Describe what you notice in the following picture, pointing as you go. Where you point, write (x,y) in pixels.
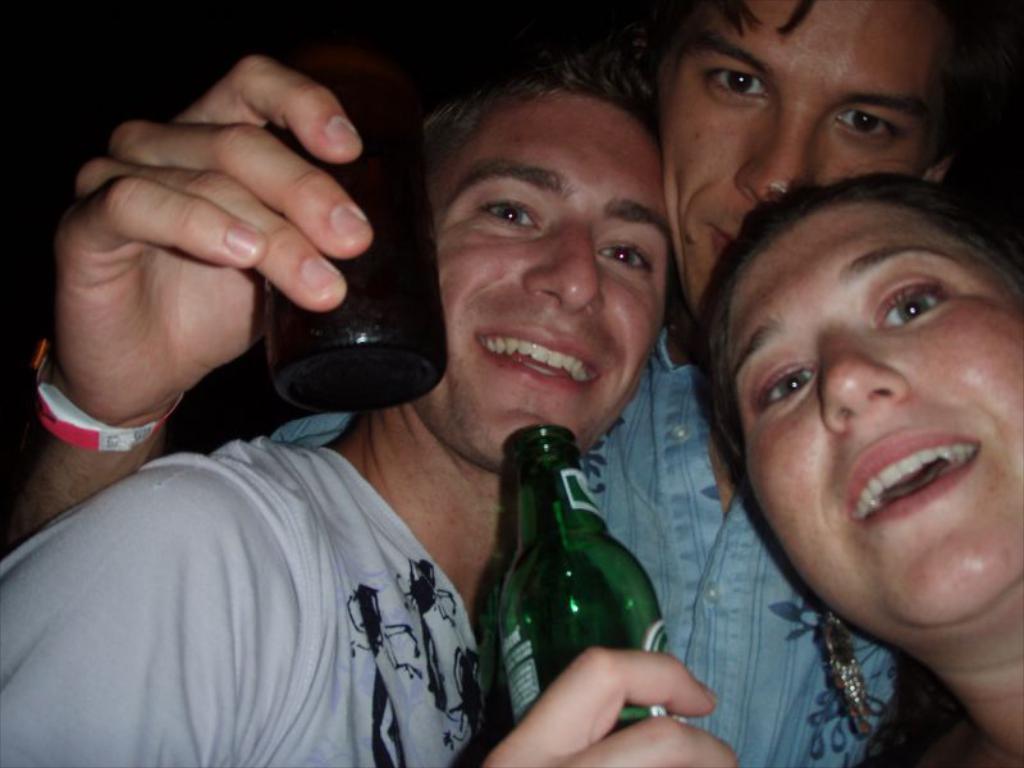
In this image there are 3 persons (898,372) smiling and holding the bottles (396,356) in their hands (647,763).
